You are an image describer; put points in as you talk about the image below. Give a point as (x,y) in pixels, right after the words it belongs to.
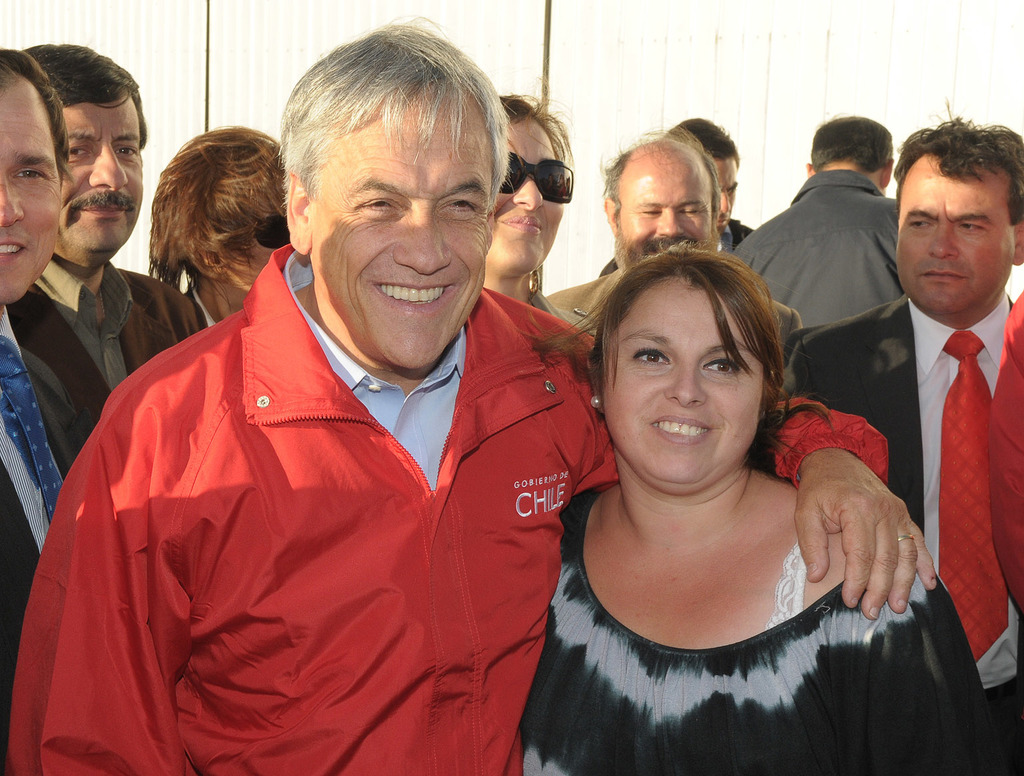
There are people (380,362) standing and this man (310,403) smiling. In the background (643,54) it is white.
